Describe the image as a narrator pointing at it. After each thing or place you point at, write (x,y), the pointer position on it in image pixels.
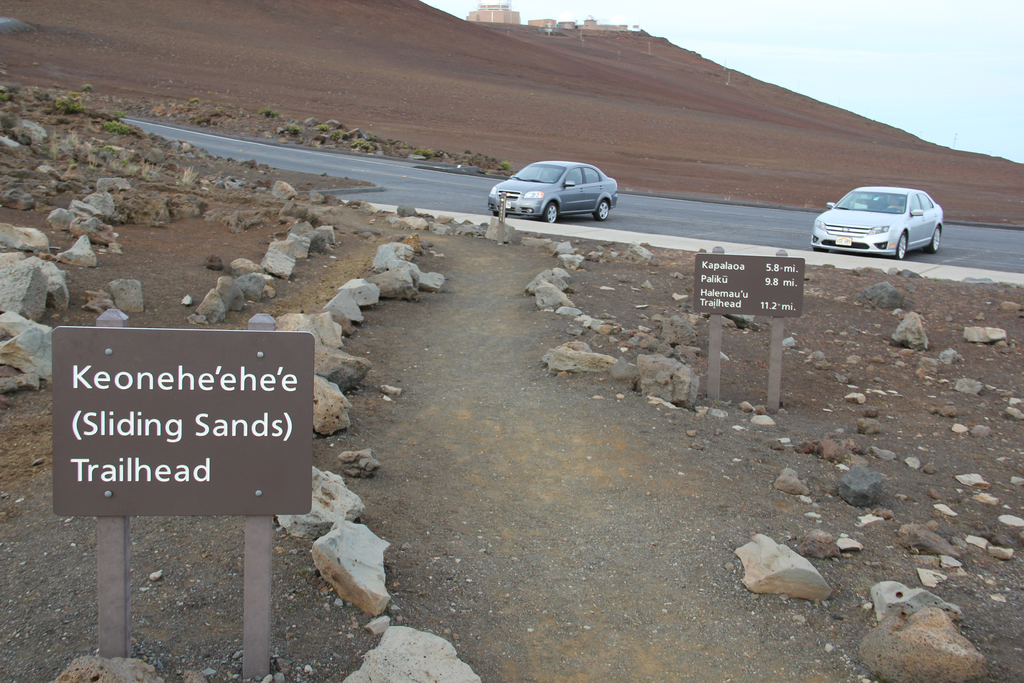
In this picture we can see few sign boards (169,359), rocks (690,335) and cars (848,224) on the road (685,219), in the background (594,18) we can find few buildings (484,19).
